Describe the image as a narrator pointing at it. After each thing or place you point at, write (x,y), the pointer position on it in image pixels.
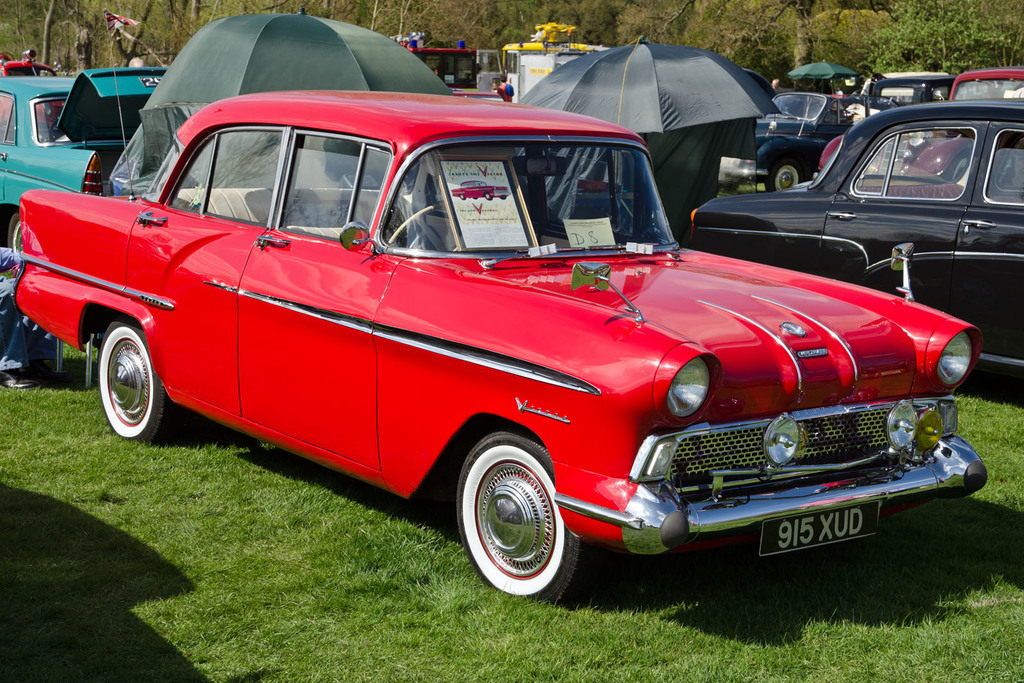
This image consists of a car (314,328) in red color. There are many cars (469,98). In the middle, there are two umbrellas (563,80). At the bottom (281,591), there is green grass (265,572). In the background (542,7), there are trees (800,24).
